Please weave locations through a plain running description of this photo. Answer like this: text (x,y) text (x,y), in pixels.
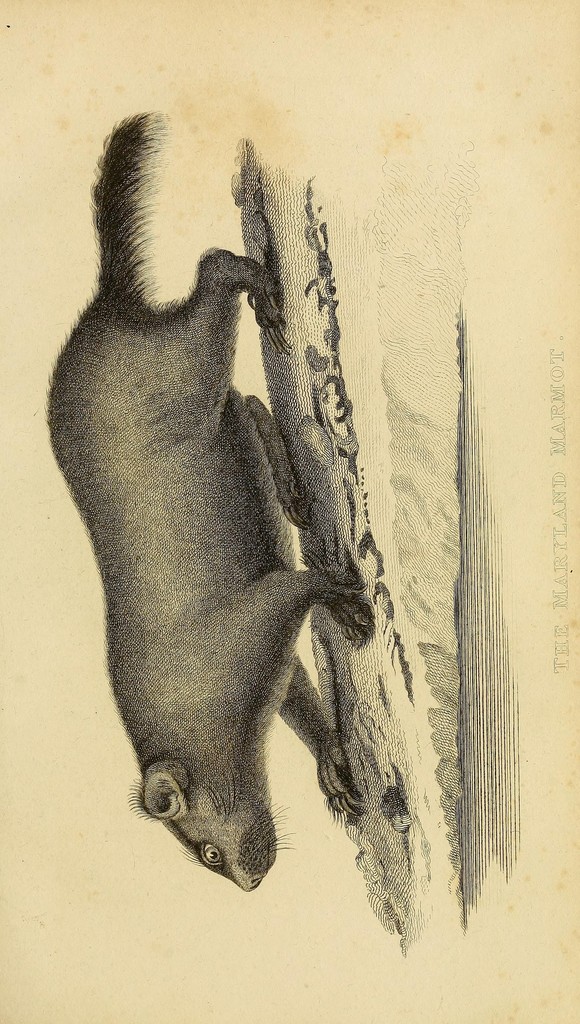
In this image I can see an art (142,413) of an animal (132,558) on the paper (39,568). I can see an art (159,659) is in black color and the paper (101,959) is in cream color.
